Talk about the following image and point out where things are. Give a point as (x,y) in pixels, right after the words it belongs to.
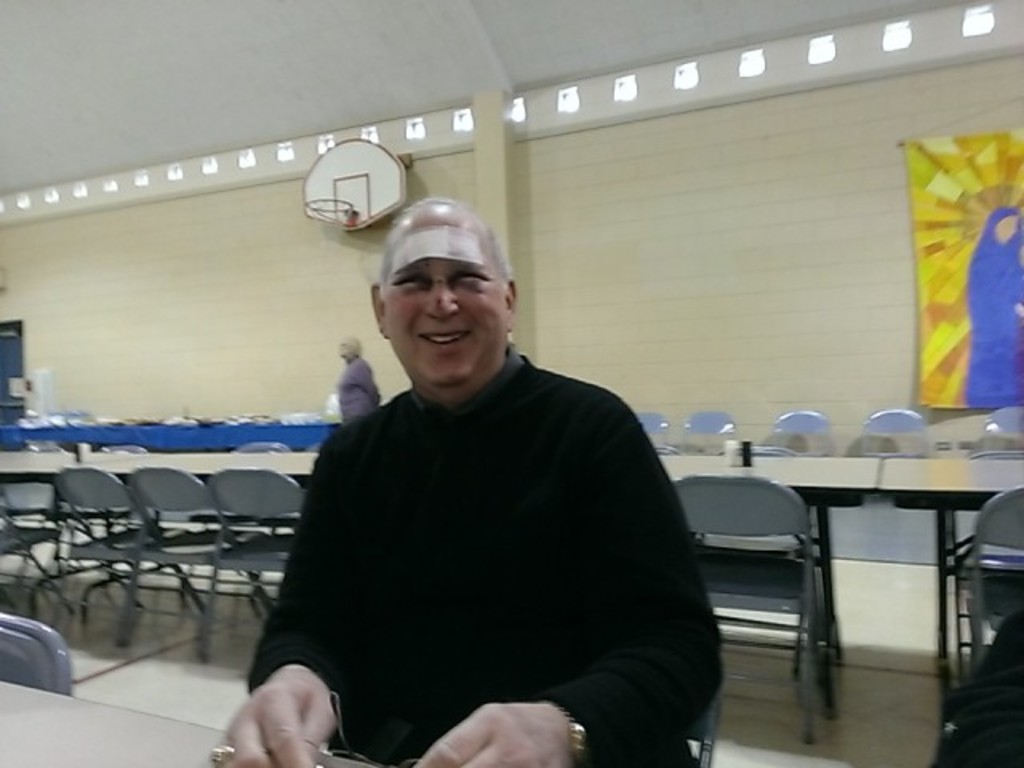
There is a man (472,486) with black jacket (475,510) is sitting on a chair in front of the table (98,733). There are many chairs (752,555) to the back of him and many tables (748,475). There is a lady (343,400) standing behind him. There is a wall (697,318). And to the top right corner (965,223) there is a flag (967,273). And to the left side (14,373) corner there is a door (20,362). And to the top side (364,183) there is a basketball basket (332,193).
